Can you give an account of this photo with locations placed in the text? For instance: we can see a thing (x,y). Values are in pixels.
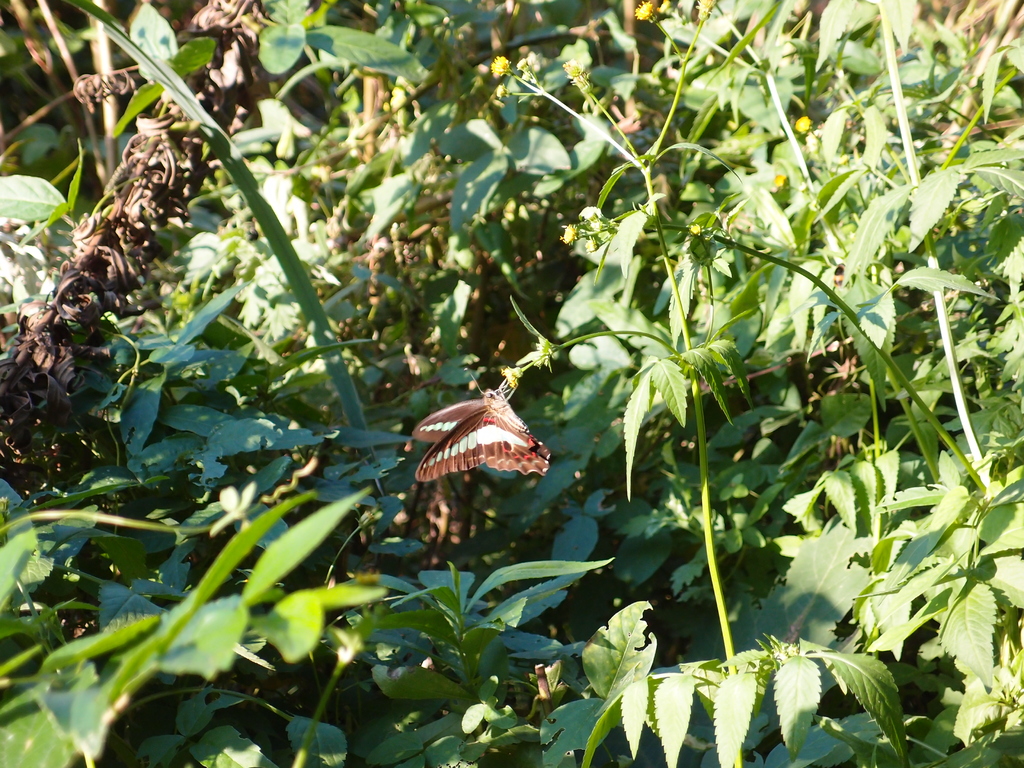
In this image we can see some plants (866,260) with flowers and there is a butterfly (444,407) on the flower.
